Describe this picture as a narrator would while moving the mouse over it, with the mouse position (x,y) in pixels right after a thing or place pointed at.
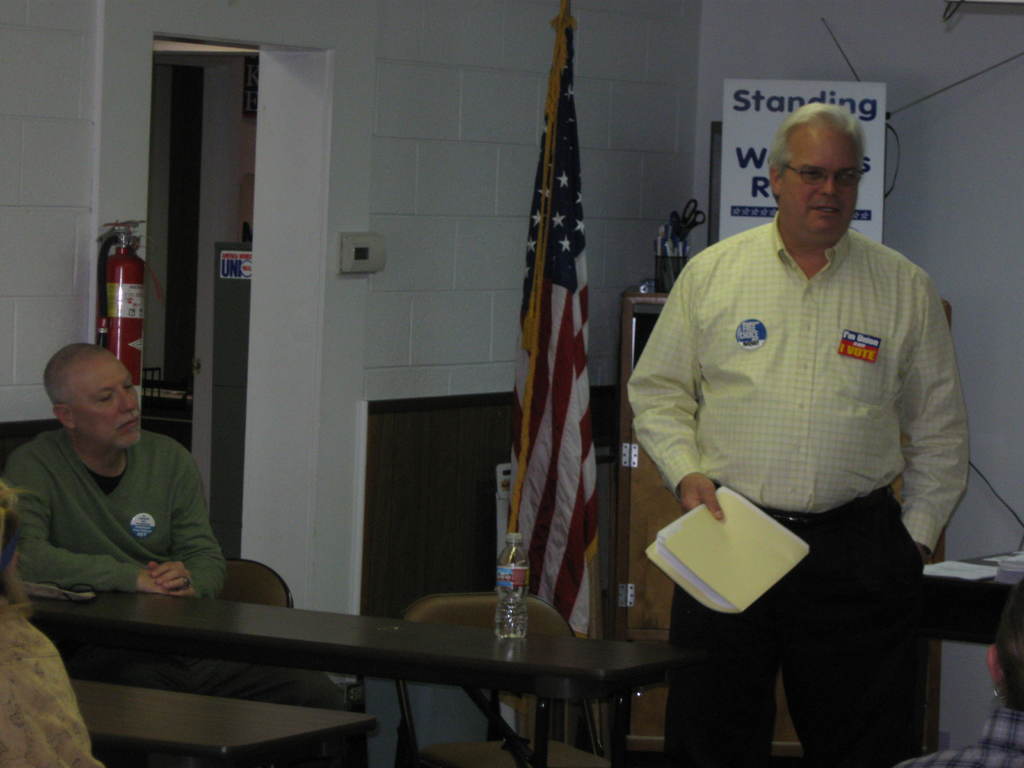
This man (839,361) wore shirt (830,321), spectacles (804,182) and holding a book (717,558). Beside this man (724,471) other person (141,517) is sitting on a chair (229,571) and kept his hand (150,575) on the table (123,606). A fire extinguisher (133,326) is on wall (70,227). At the background (573,530) there is a cupboard (621,452) and a american flag (553,481). On this cupboard (624,495) there is a board (734,223) and a container (665,272) with things (676,235). On this table (544,662) there is a bottle (517,556).
